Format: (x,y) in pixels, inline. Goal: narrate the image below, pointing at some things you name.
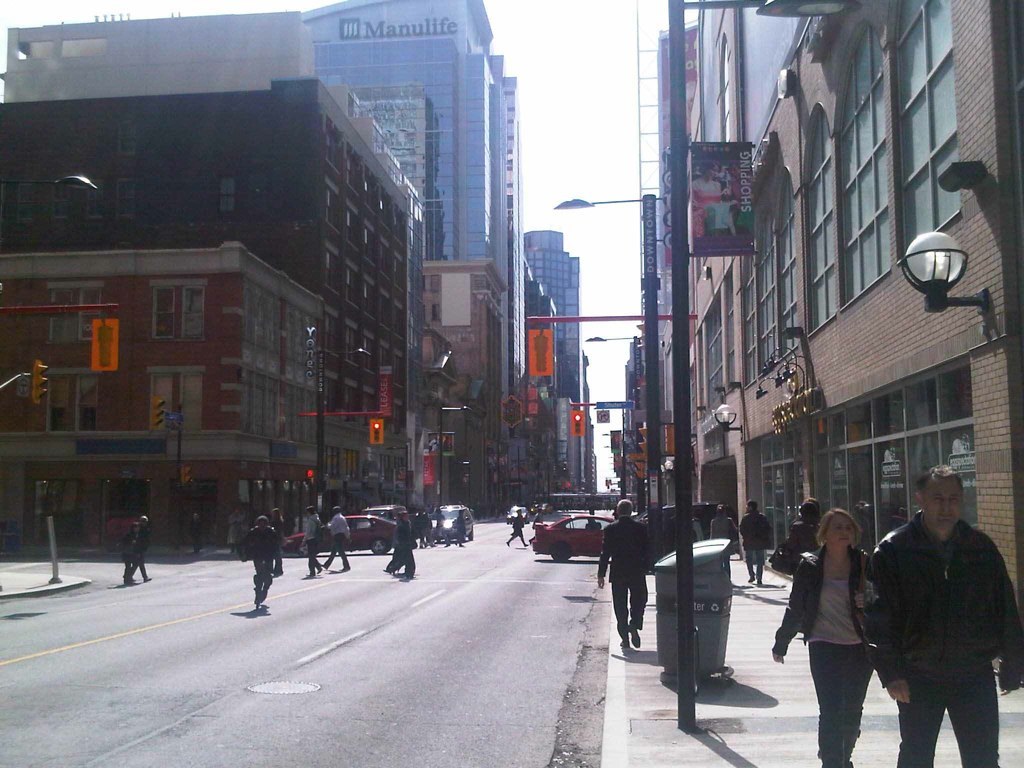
In this image we can see the buildings (917,16), light poles (649,280), hoardings (731,185), lights (775,366), trash bin (726,585) and also the vehicles (449,512) passing on the road (401,575). We can also see the people (924,733) walking on the path (864,750). Sky (613,231) is also visible.
